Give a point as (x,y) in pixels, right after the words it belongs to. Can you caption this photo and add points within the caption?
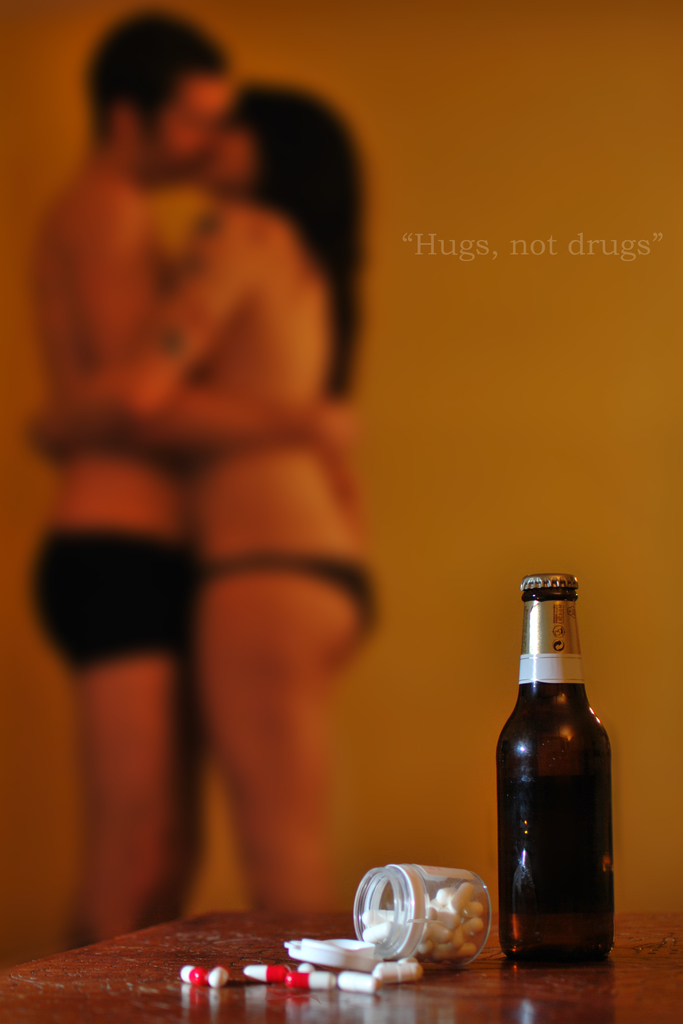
As we can see in the image there is a wall (543,382), two people (256,452) and table (304,930). On table (476,995) there is a bottle (578,834), box (447,875) and tablets (319,979).
